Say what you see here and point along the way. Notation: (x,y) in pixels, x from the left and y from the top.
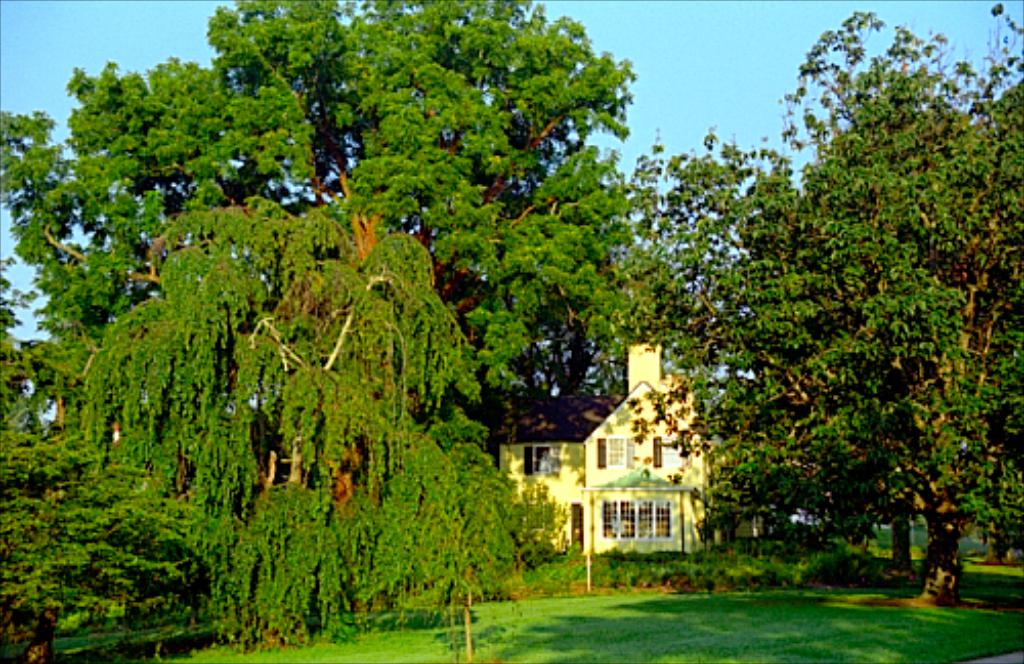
This picture is clicked outside. In the foreground (385,635) we can see the green grass (687,630), plants (68,523) and trees (918,412) and we can see the yellow color house (567,460) and we can see the windows (615,452) of the house (615,481). In the background (730,42) there is a sky (680,60).
